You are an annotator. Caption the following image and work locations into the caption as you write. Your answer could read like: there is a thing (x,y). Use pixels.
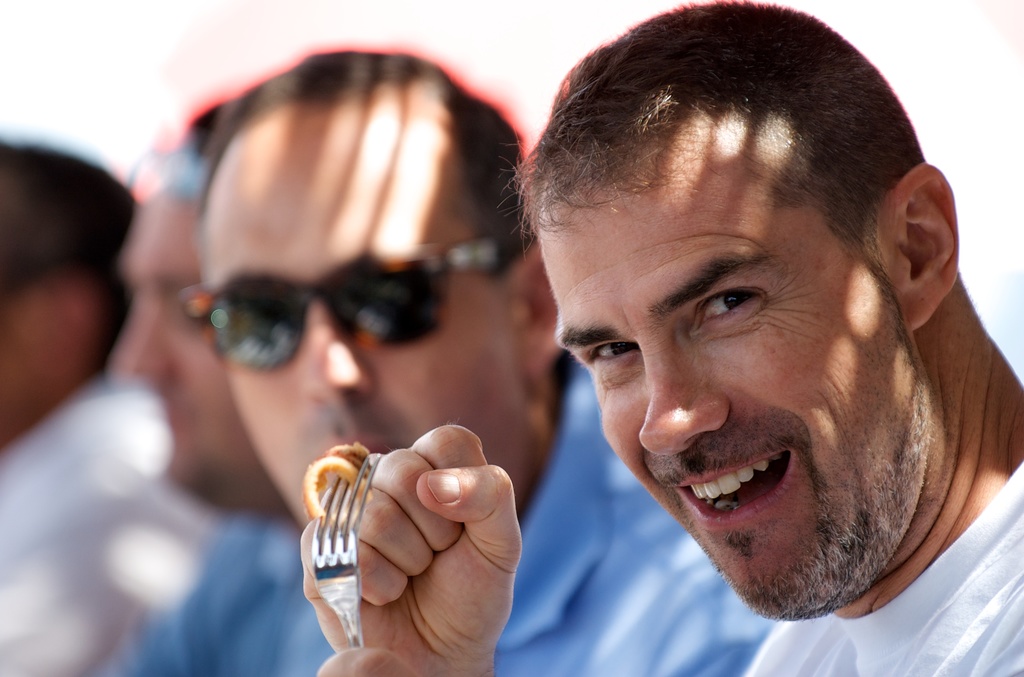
In this picture we can observe some men (367,384). One of the men (643,384) was smiling and holding a fork (345,530) in his hand (385,569) and the other was wearing black color spectacles (301,313). The background (29,105) is completely blurred.
